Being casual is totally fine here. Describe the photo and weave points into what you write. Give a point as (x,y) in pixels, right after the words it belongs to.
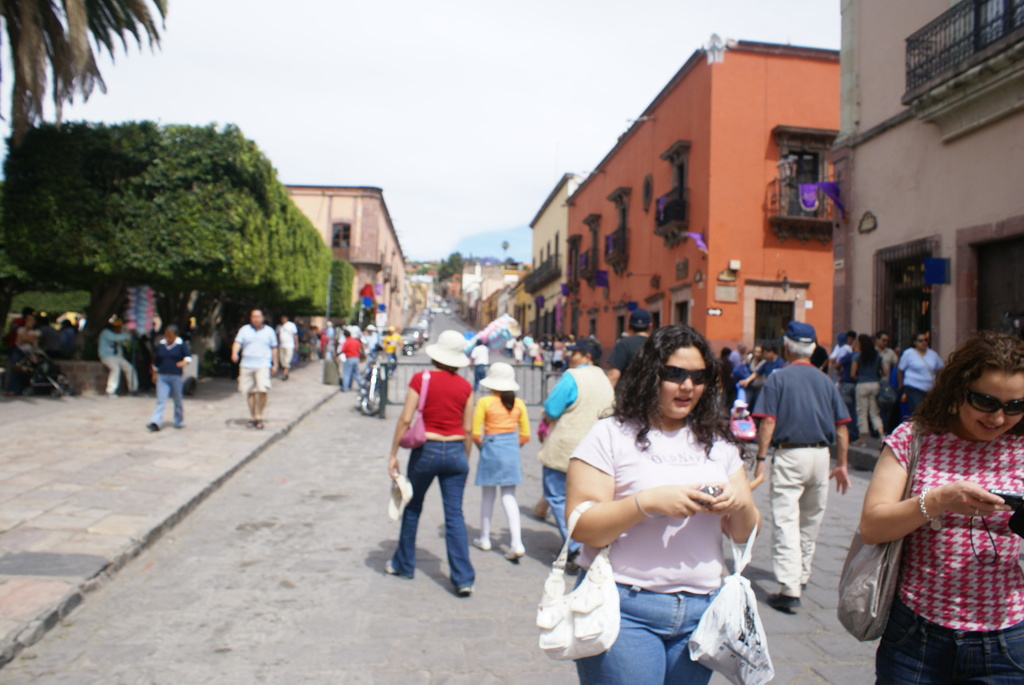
In this image I can see a woman (677,487) wearing white t shirt (662,463), blue jeans (640,632) is standing and holding two bags (618,608) in her hand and I can see another woman (974,596) wearing red and white shirt (961,584) and blue jeans (920,655) is standing and holding a bag (888,562) and a mobile (1021,501) in her hand (982,511). In the background (827,436) I can see few other persons (484,426) walking on the road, the railing (481,392), few persons (233,354) standing on the sidewalk (218,388), few vehicles (377,362) on the road (454,328), few buildings (417,278) on the both sides of the road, few trees (213,222) and the sky (399,122).
